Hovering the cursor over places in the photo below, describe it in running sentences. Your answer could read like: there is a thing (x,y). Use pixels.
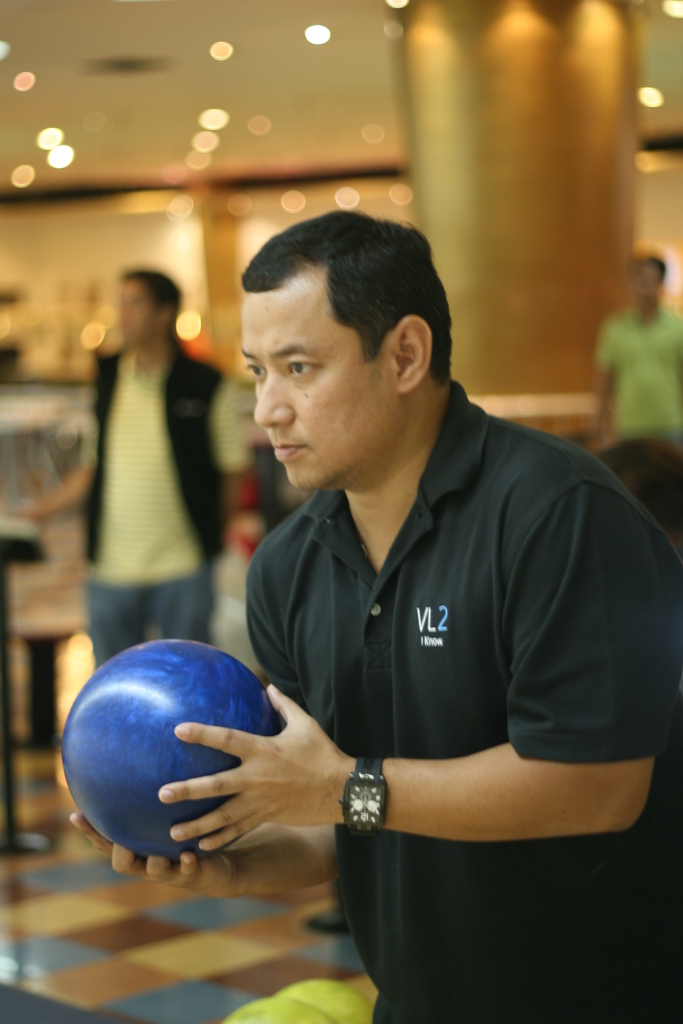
In the image there is a man (418,727) standing and holding a ball (205,755) in the hand (284,787). And also there is a watch (368,795) on his hand (296,802). Behind him there are two men (175,420). And there is a blur background (466,41) with pillar (421,47) and lights (217,112).
